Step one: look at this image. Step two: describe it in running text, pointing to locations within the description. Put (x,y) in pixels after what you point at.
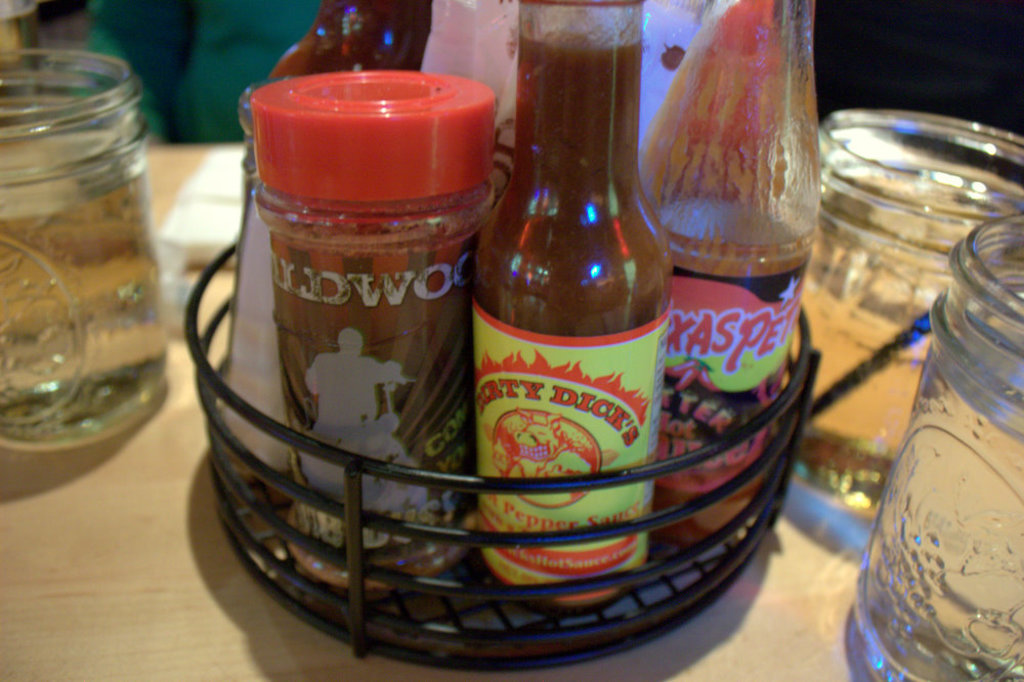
Some sauce bottles (560,134) and few glass tumblers (79,249) are placed on a table (124,501).
